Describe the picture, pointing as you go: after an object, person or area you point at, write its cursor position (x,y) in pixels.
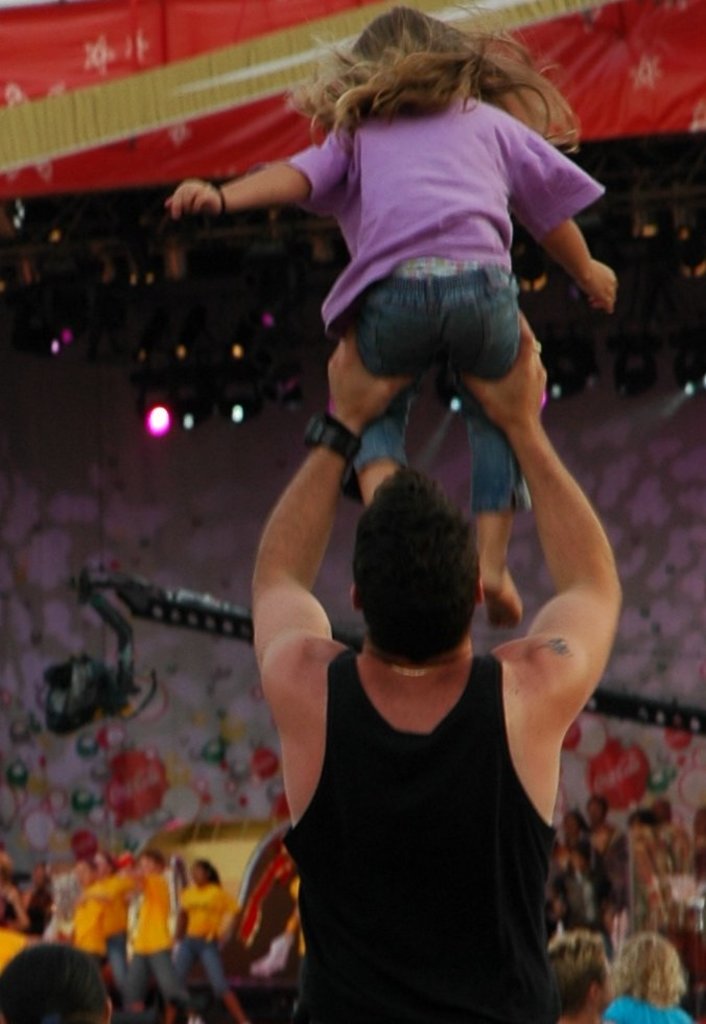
In this image there is a man (312,711) who is lifting the girl (395,403) with his hands (348,360). In front of him there is a camera (88,663) which is kept on the stand (160,610). At the bottom (154,872) there are few people (139,921) standing on the floor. At the top (144,84) there is a flag (109,180). In the background (166,346) there are lights (172,385).
